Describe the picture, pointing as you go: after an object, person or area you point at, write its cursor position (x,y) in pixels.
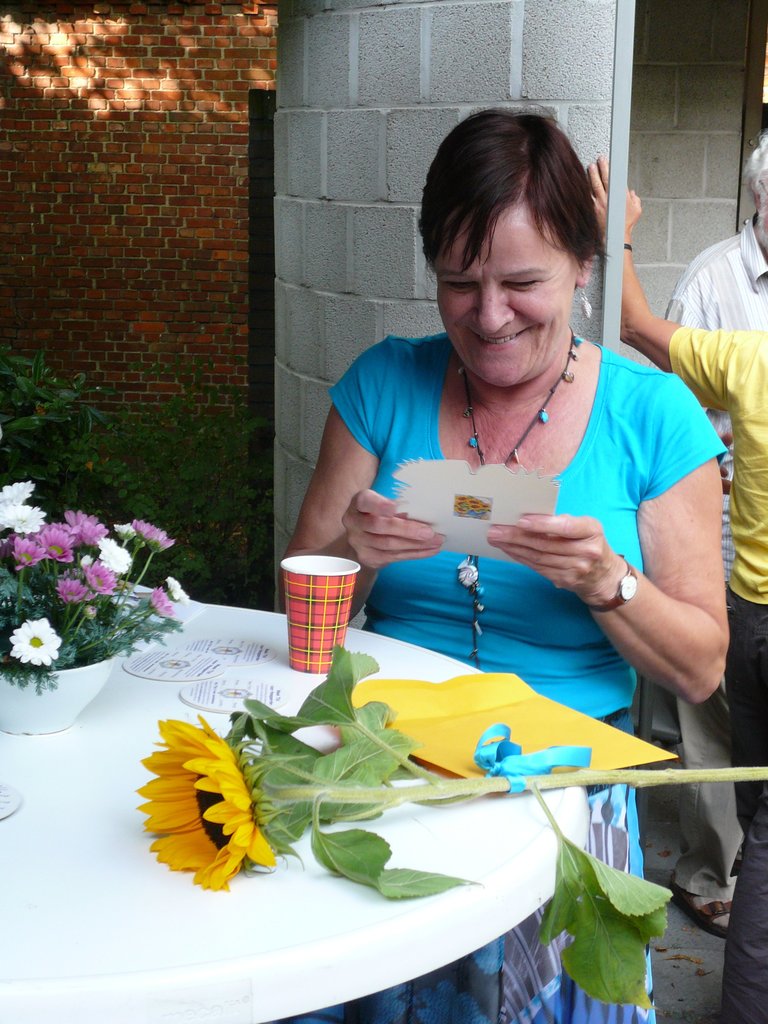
In this image, there is a person (581,220) wearing clothes (549,664) and sitting in front of the table (504,807) contains some flowers (167,757) and cup (299,614). This person (510,444) is holding a card (481,526) with her hands (504,551).
